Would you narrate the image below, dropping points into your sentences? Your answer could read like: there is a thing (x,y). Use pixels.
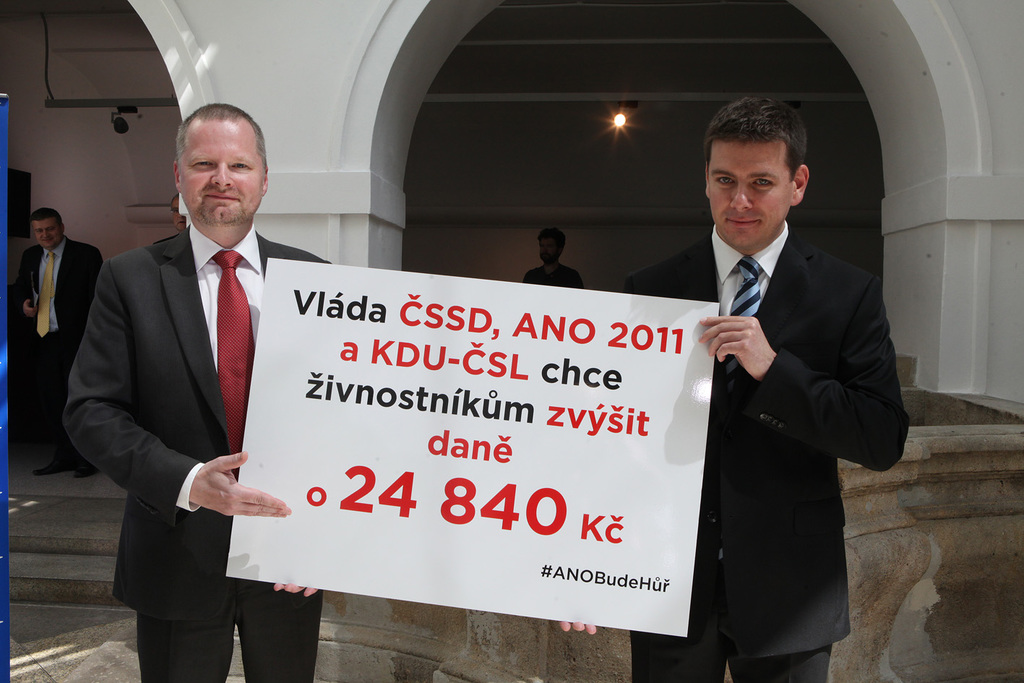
In this image there two people (215,265) standing and they are holding board (503,343), on the board (444,401) there is text (557,385). And in the background (389,249) there are three people (49,247), pillars (898,352), wall (541,67), lights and objects (18,186).
